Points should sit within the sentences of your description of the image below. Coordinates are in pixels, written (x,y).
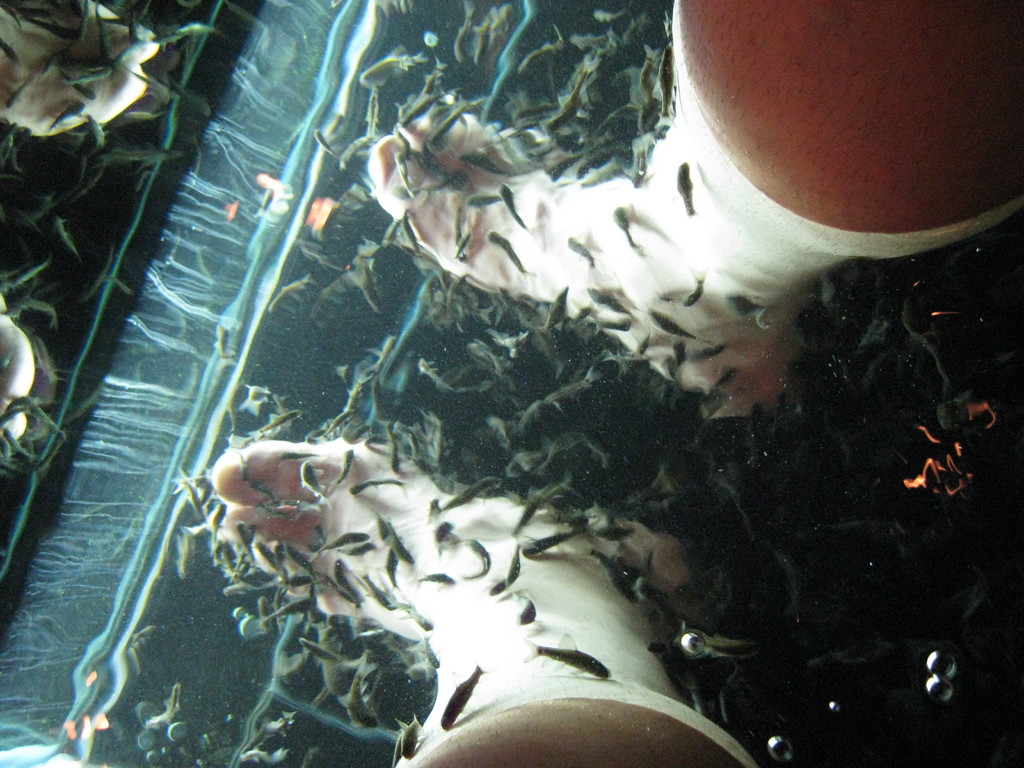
In this image I can see legs (498,537) and also there is fish (225,555) in the water (213,391).
